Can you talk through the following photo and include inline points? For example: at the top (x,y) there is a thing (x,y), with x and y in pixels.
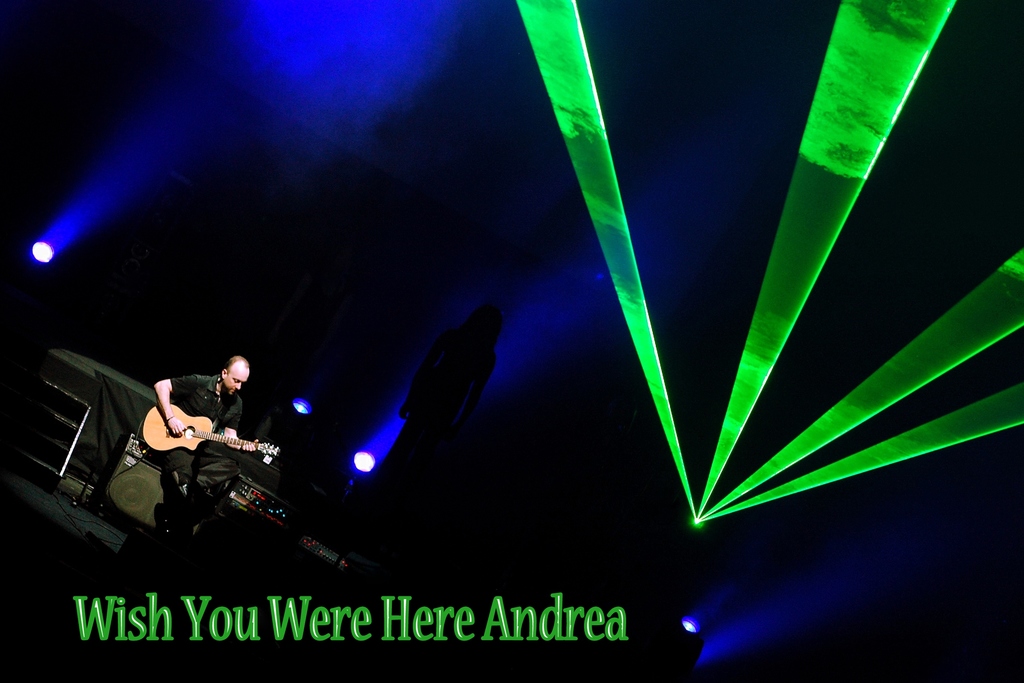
In this image I can see a person (216,473) sitting and playing guitar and there are also some lights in the image.
